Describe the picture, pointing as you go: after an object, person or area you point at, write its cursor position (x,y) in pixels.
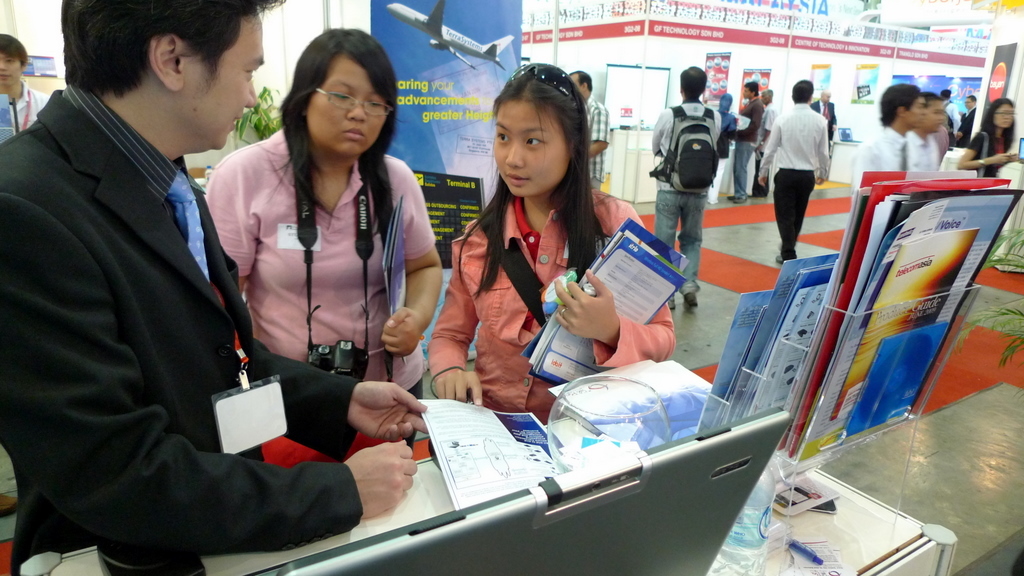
On the left side (90,258), there is a person (82,314), standing. Beside him, there are two women (267,169) who are standing. Beside them, there is a monitor (662,481), there is a poster (446,179) and other objects (512,462). In the background (706,86), there are persons (694,101), there is a plant (264,116) and there is a white wall (277,28).
